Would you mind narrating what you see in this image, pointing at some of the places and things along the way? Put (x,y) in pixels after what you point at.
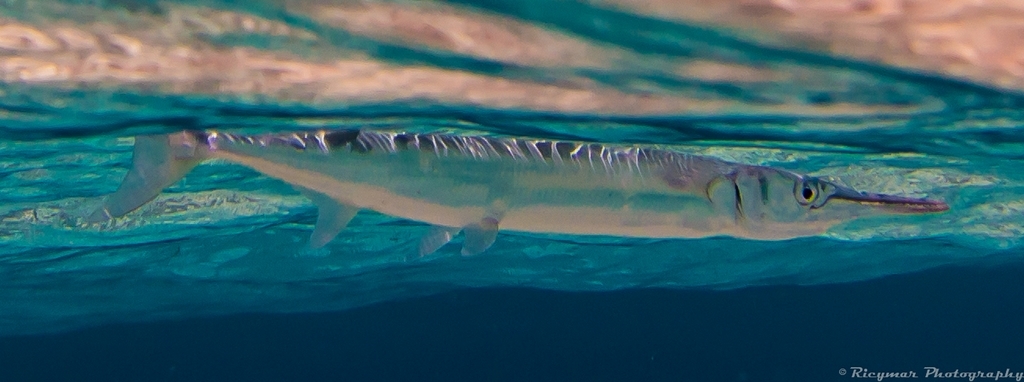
In this image there is a picture of a fish (522,189) in the water (706,255).
